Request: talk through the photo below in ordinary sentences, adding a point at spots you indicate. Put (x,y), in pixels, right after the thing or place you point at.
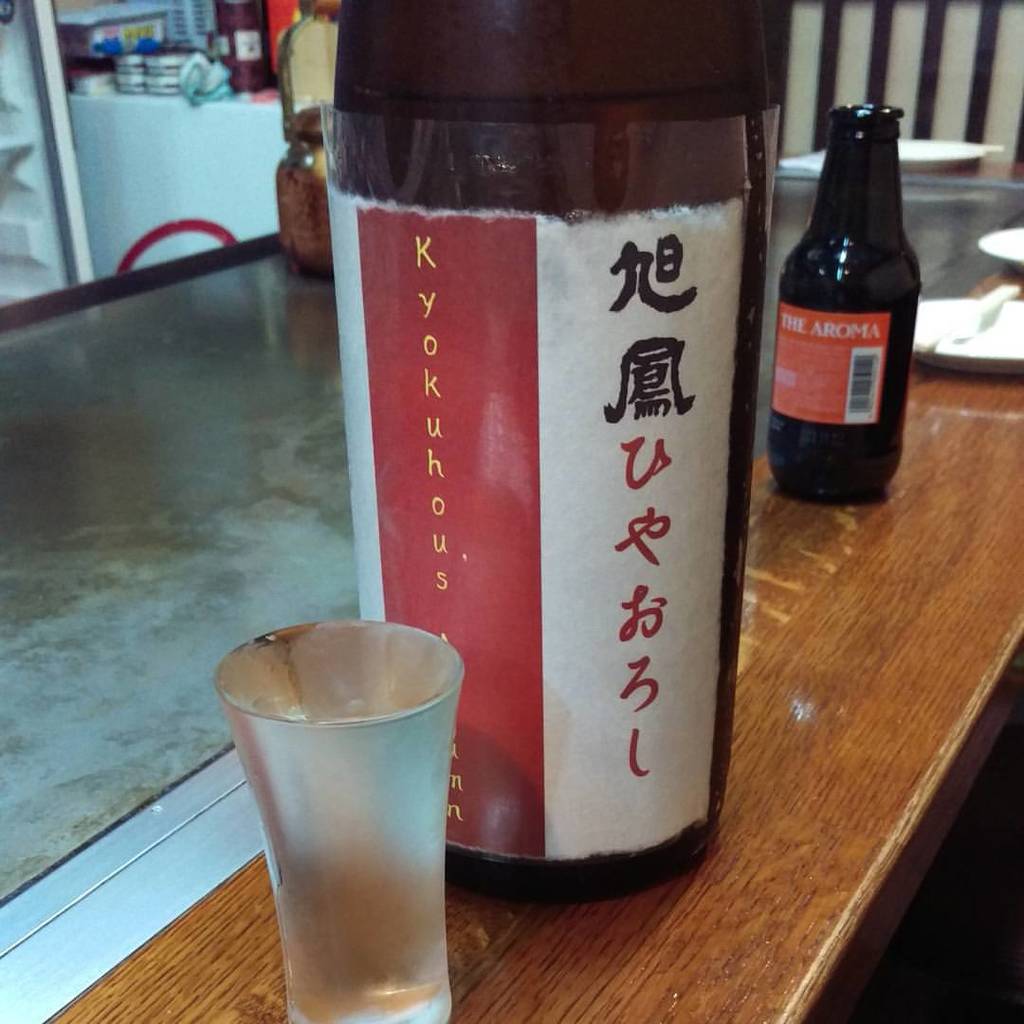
In this picture a brown bottle (356,105) is kept on the table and beside it we observe a glass bottle (834,417) and an empty glass (400,669). In the background (294,66) we observe plates (915,156), and other containers (217,46). On the brown bottle (475,164) there is a label (454,223) attached named as kyokuhous.
